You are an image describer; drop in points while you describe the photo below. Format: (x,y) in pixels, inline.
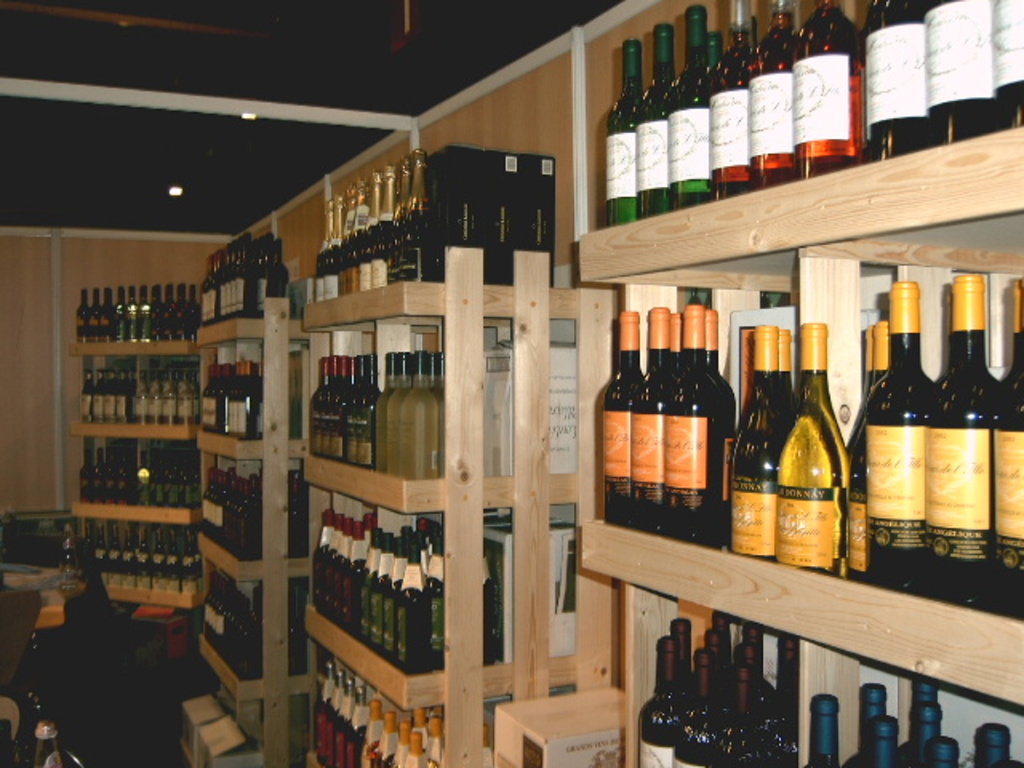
In this image we can see the alcohol bottles (831,140) arranged on the wooden racks (847,272). We can also see the wall (677,57) and also the ceiling lights (246,115) attached to the ceiling (240,79).
